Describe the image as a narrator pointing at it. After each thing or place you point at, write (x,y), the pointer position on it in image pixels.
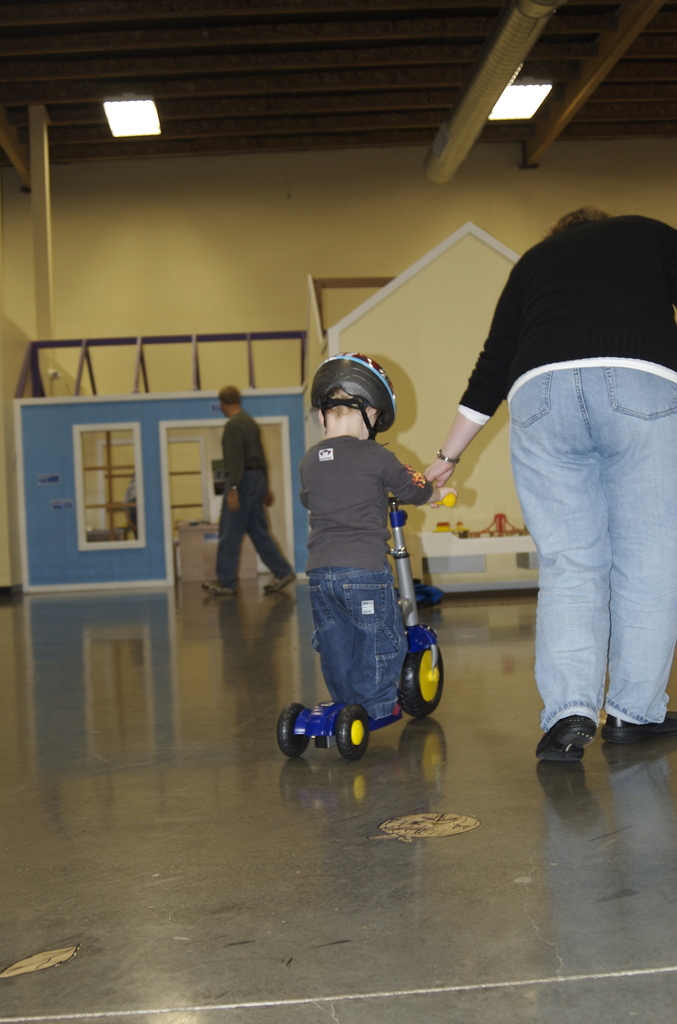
In this image we can see three persons (351,590), a kid (341,509) is riding on the skate scooter (346,743), he is wearing a helmet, there are huts (301,579), lights (520,97), also we can see the wall (10,426), and the roof (227,67).
